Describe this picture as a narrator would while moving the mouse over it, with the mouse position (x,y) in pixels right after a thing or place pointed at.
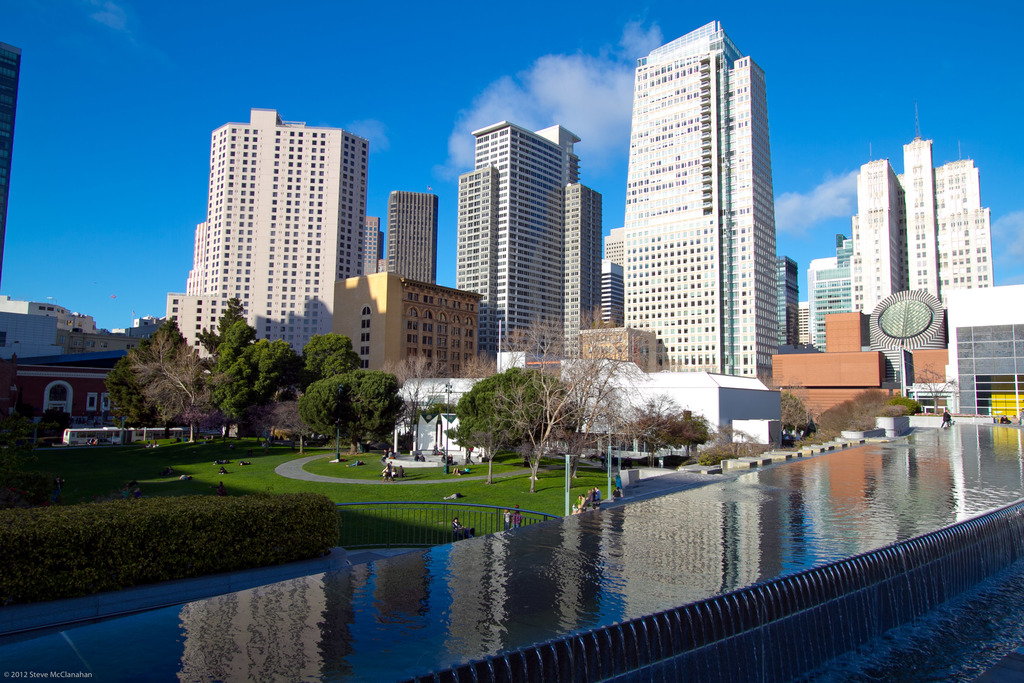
In this picture we can see many buildings (427,342) and skyscrapers (645,227). On the right (976,186), at the top of the building (968,173) we can see the towers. At the bottom (365,629) we can see the water (701,559). In the center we can see the group of persons (579,509) sitting, lying and standing in the park (340,463). Beside the park (118,453) there are vehicles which is parked near to the red building (78,385). At the top (553,63) we can see sky (505,51) and clouds (562,61). In the park (540,388) we can see trees (218,382), plants (261,529), grass (257,492) and fencing (426,524).
